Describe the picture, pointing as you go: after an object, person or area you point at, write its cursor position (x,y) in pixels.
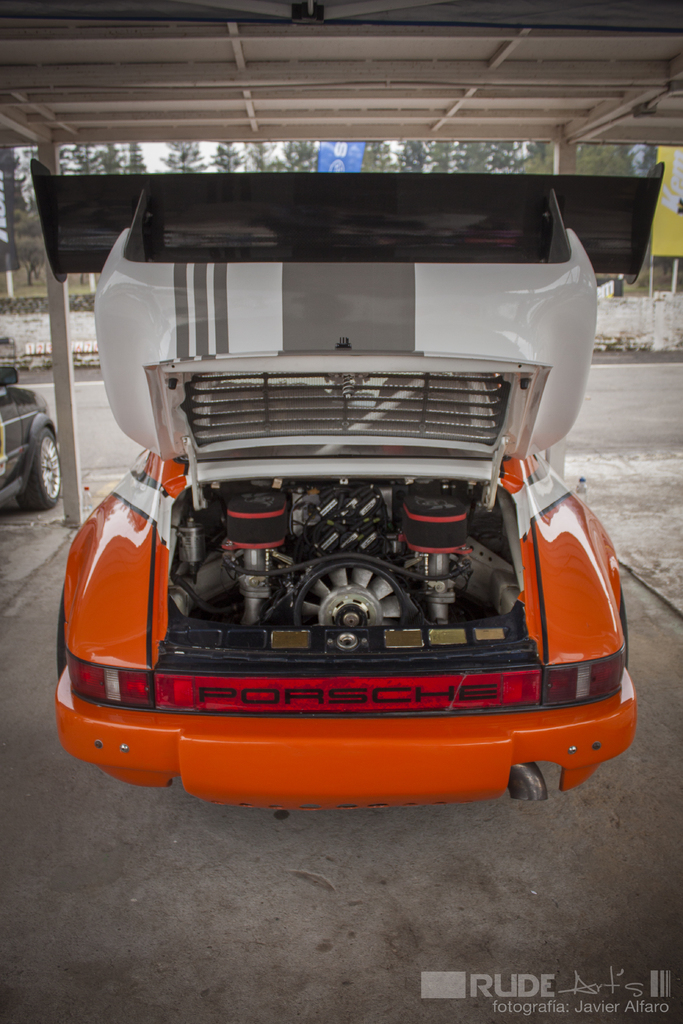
In this picture I can see there is a car (366,694) parked and it is orange color and it has tail lamps (537,687) and there is another car (24,465) on to left (4,463) and there are trees (382,162) in the backdrop (402,165). There is a road (598,422) and a building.
